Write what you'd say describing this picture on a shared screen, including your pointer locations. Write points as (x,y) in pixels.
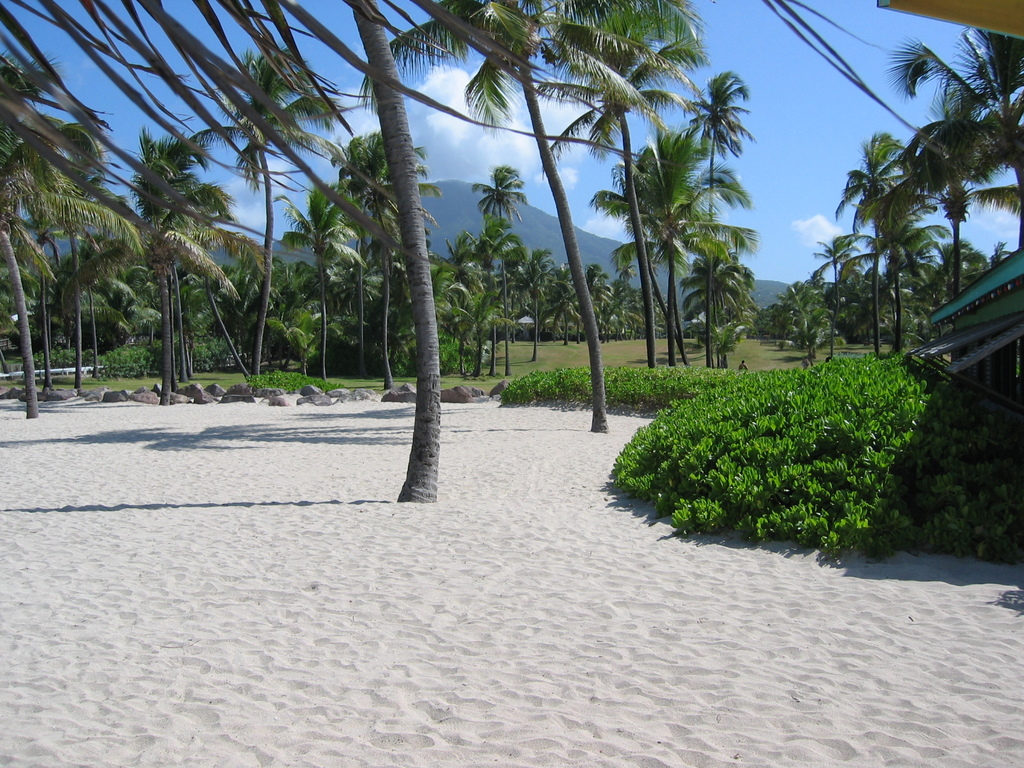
In the picture we can see a sand surface (443,568) on it we can see some coconut trees (390,207) and beside it we can see some plants (703,413) and in the background (383,264) we can see full of trees (290,304) and behind it we can see hills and sky (779,158).
